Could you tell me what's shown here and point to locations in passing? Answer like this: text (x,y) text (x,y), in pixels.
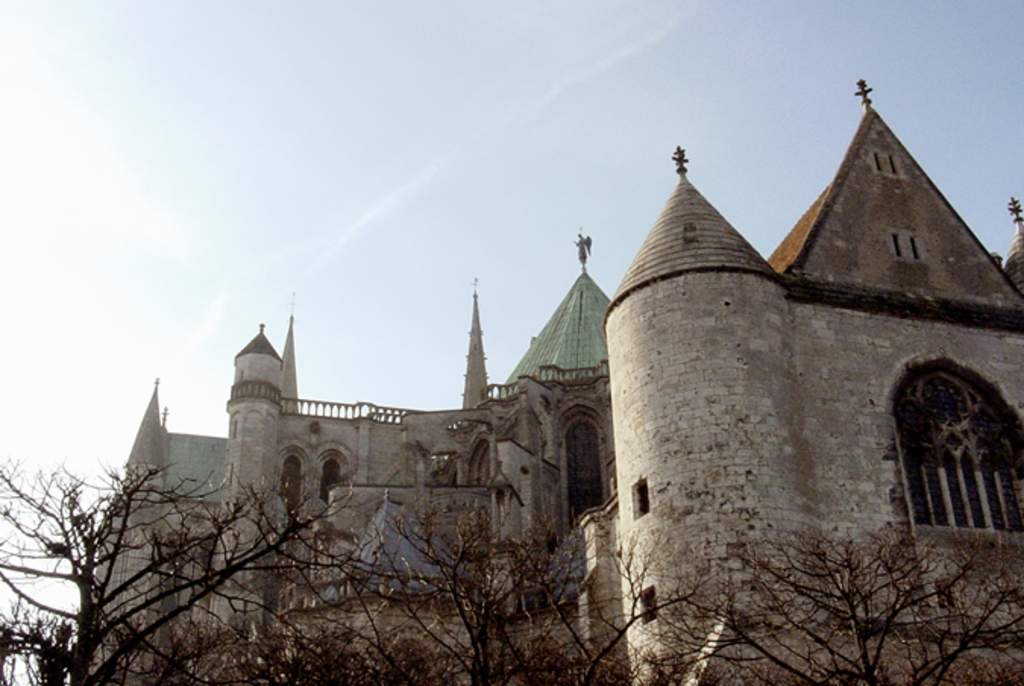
In this image I can see a building (622,455). At the bottom of the image (234,624) there are some trees (434,639). On the top of the image (254,109) I can see the sky (329,182).
